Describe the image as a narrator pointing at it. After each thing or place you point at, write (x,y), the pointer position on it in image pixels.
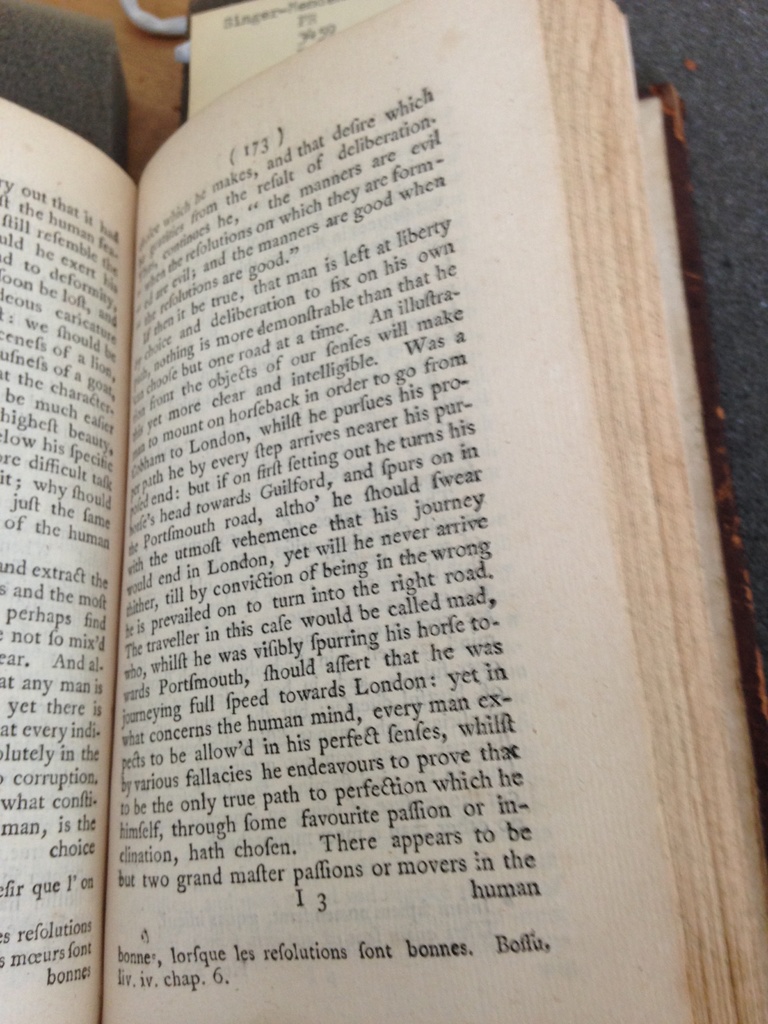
In the foreground of this picture (267,142) we can see the book (450,968) containing the text (246,372) and the numbers (251,149). In the background (292,23) we can see the text (302,14) on the paper (267,47) and we can see the floor (152,56) and some objects (122,66).
